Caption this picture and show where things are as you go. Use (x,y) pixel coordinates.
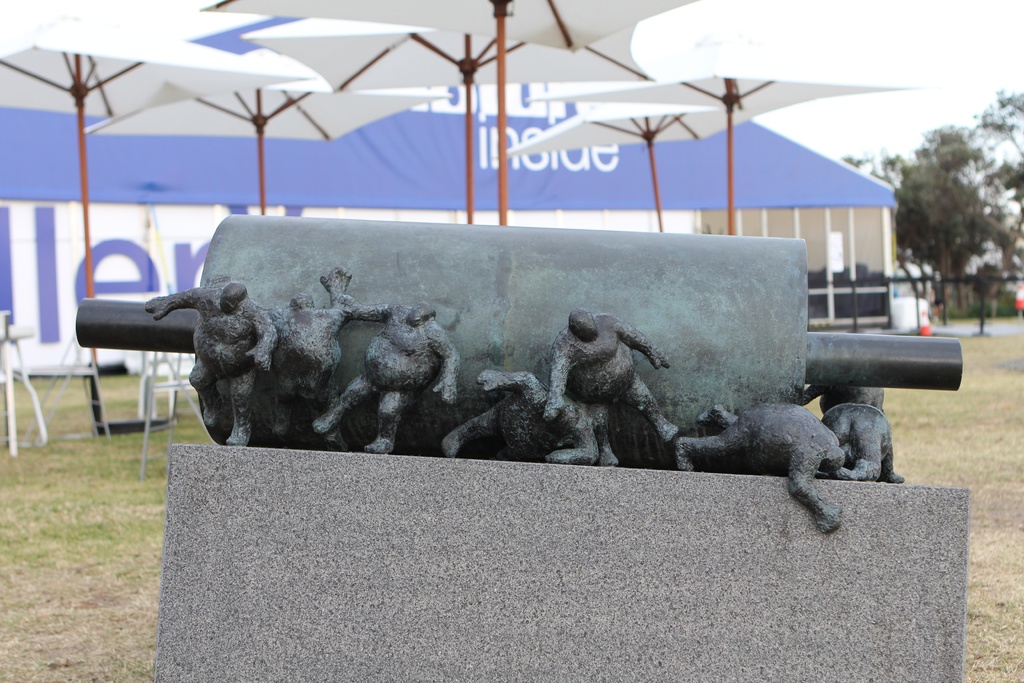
This image consists of a stone (446,374). It looks like a roller (767,382). At the bottom (80,566), there is green grass (128,413). In the background (217,210), there are tents (84,362). On the left (152,390), there are chairs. On the right (949,239), there are trees (938,230).
